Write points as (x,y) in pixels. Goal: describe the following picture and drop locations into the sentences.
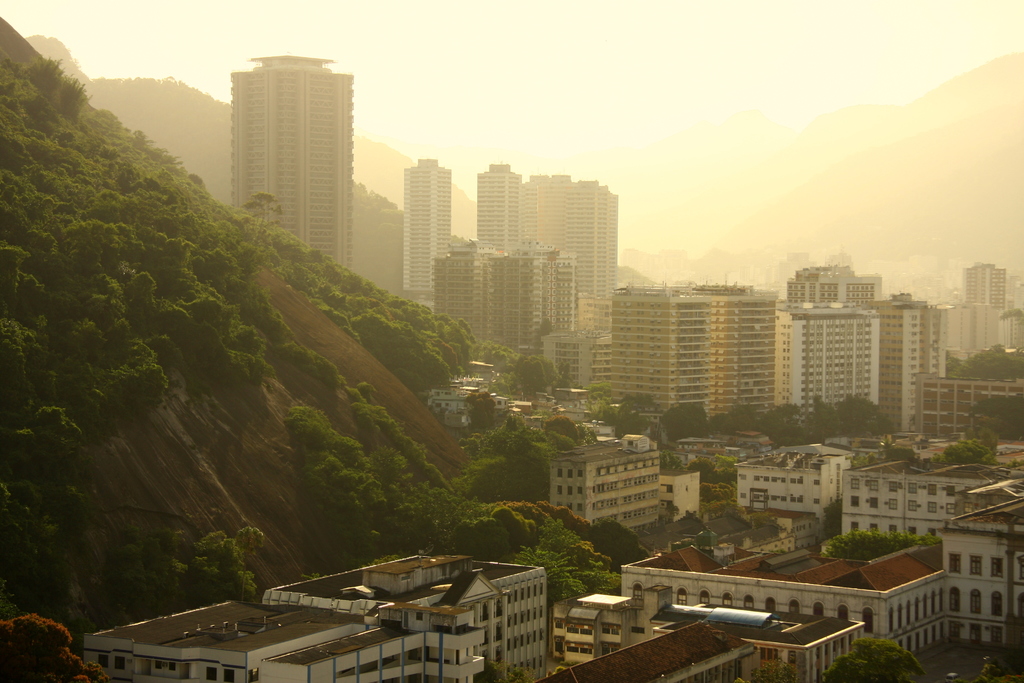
In this image there are buildings (703,454) and skyscrapers (646,312). To the left (219,433) there is a mountain (307,396). There are trees (132,247) on the mountain (225,274). In the background (746,179) there are mountains (872,179). At the top (544,70) there is the sky (551,64).
